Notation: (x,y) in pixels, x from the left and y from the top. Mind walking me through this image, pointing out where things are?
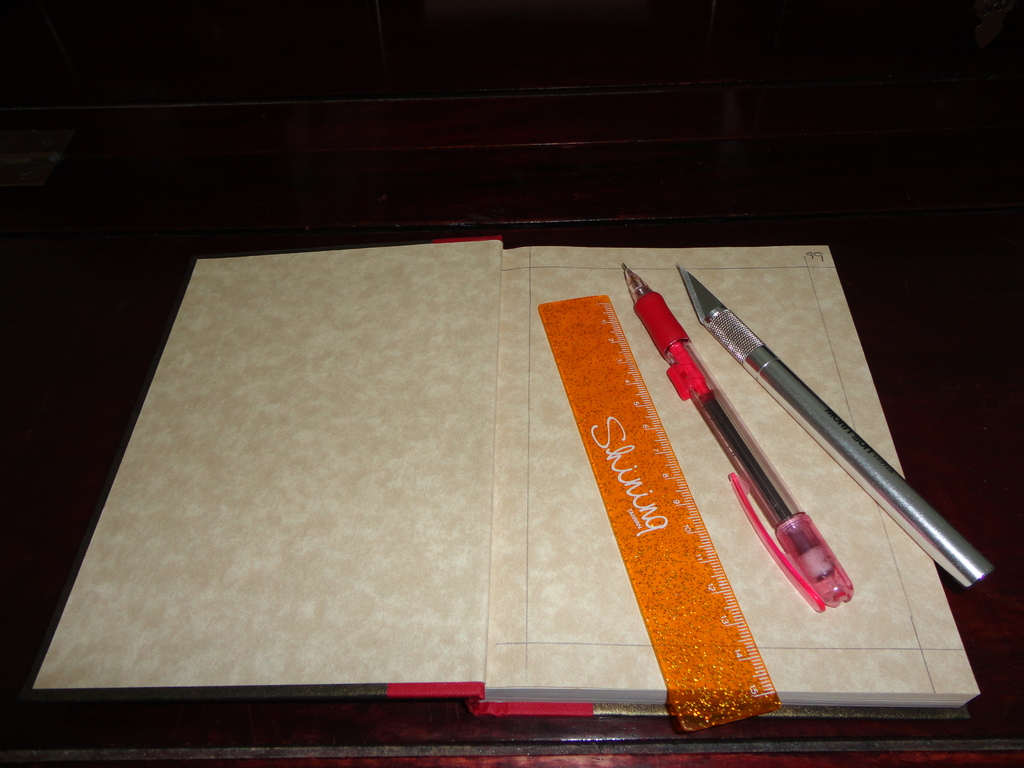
In this picture we can see a book (100,554) on a platform (103,436), where we can see a scale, a pencil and a knife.
